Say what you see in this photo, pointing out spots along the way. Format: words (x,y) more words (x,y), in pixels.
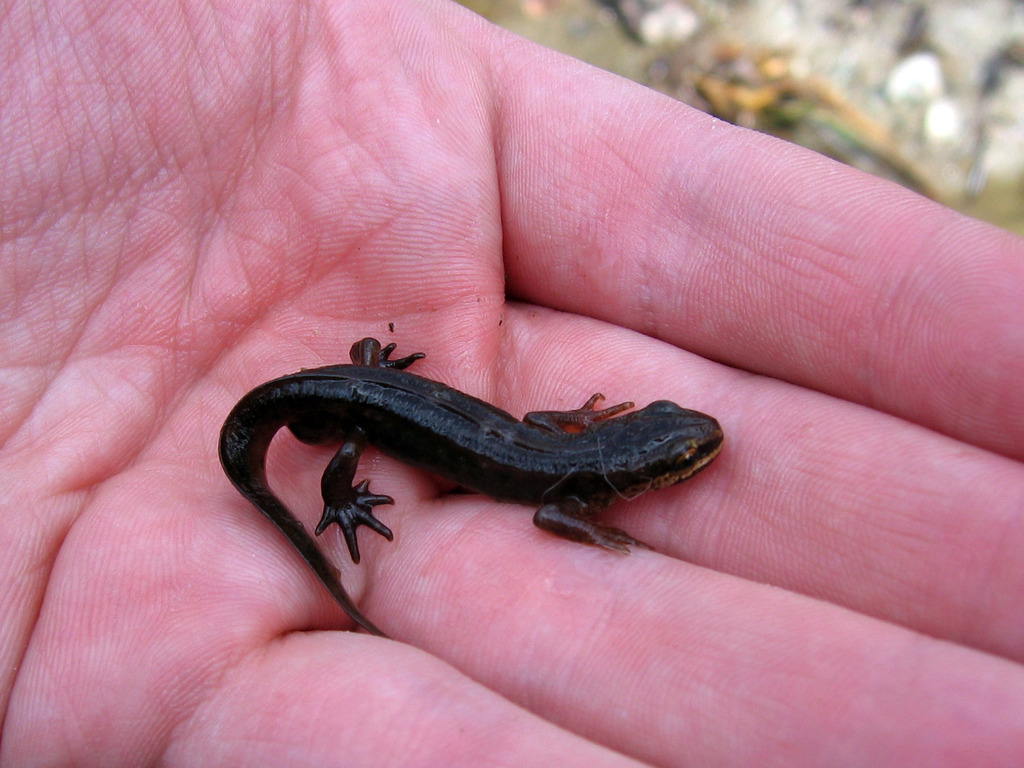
This picture contains a black color lizard (494,414) placed in the hand (618,257) of a human (640,563). In the right top of the picture (859,124), it is blurred.
